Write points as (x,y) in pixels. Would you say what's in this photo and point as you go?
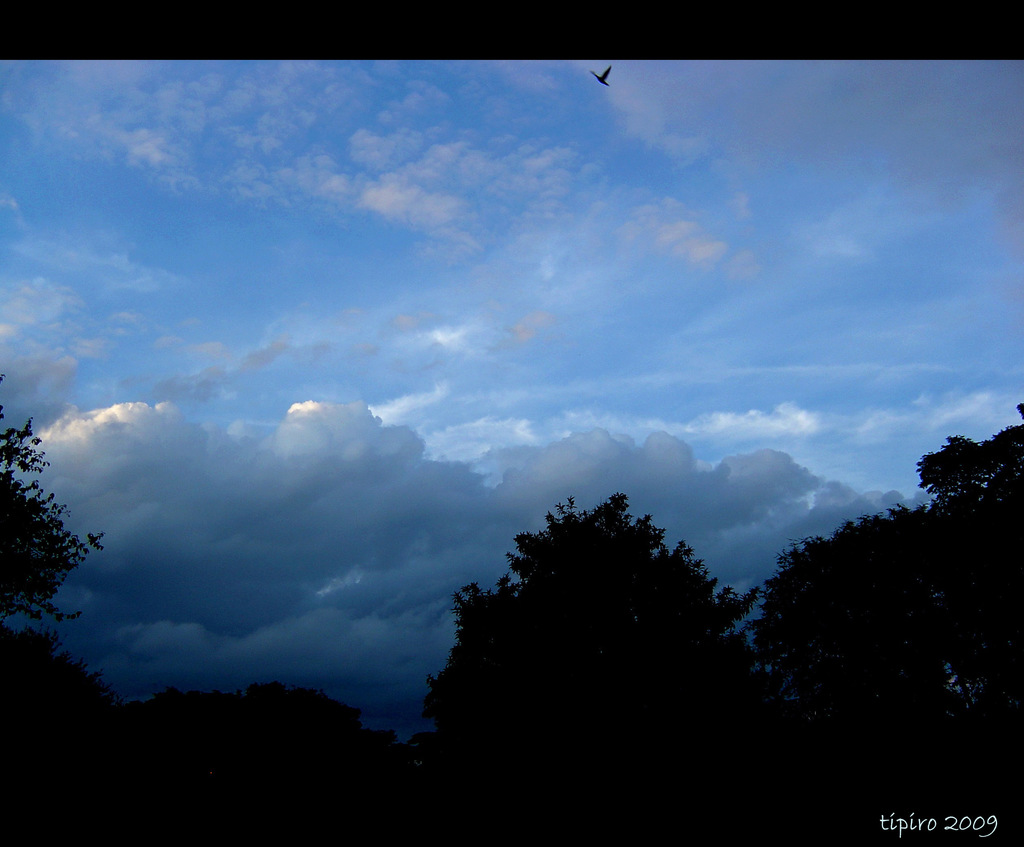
There are many trees (672,683). In the background (542,363) there is sky (357,348) with clouds (413,468). Also there is a watermark (913,825) on the right corner (939,830).
